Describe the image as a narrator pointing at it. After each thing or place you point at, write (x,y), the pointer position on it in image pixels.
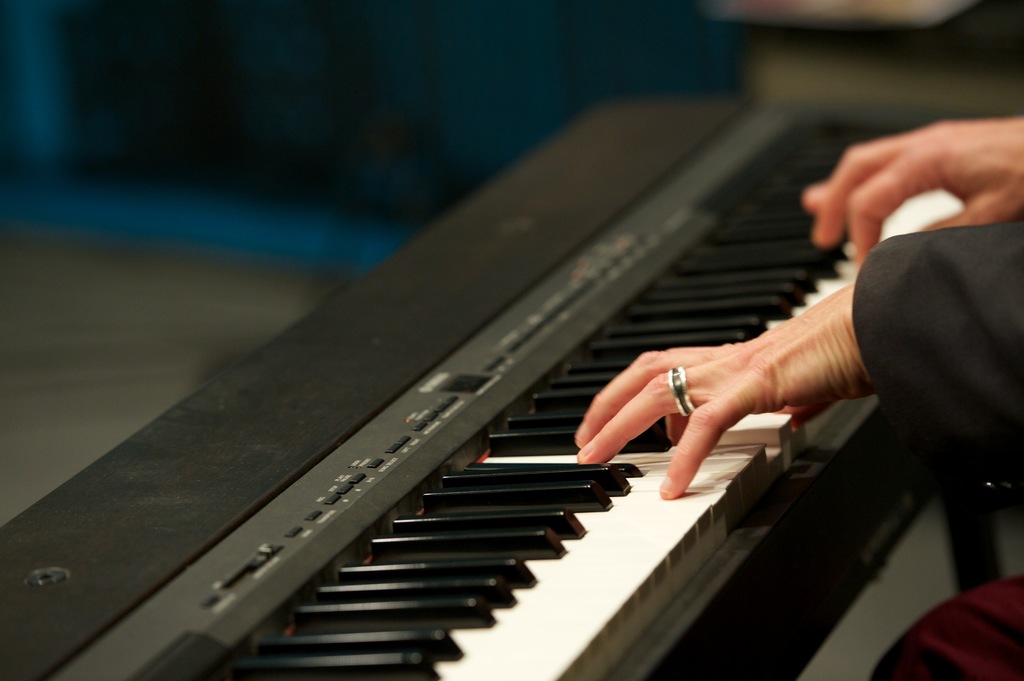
In this picture there is a person (871,339) playing piano (709,286). In this piano (773,416), there are white and black keys (562,488) on it.
